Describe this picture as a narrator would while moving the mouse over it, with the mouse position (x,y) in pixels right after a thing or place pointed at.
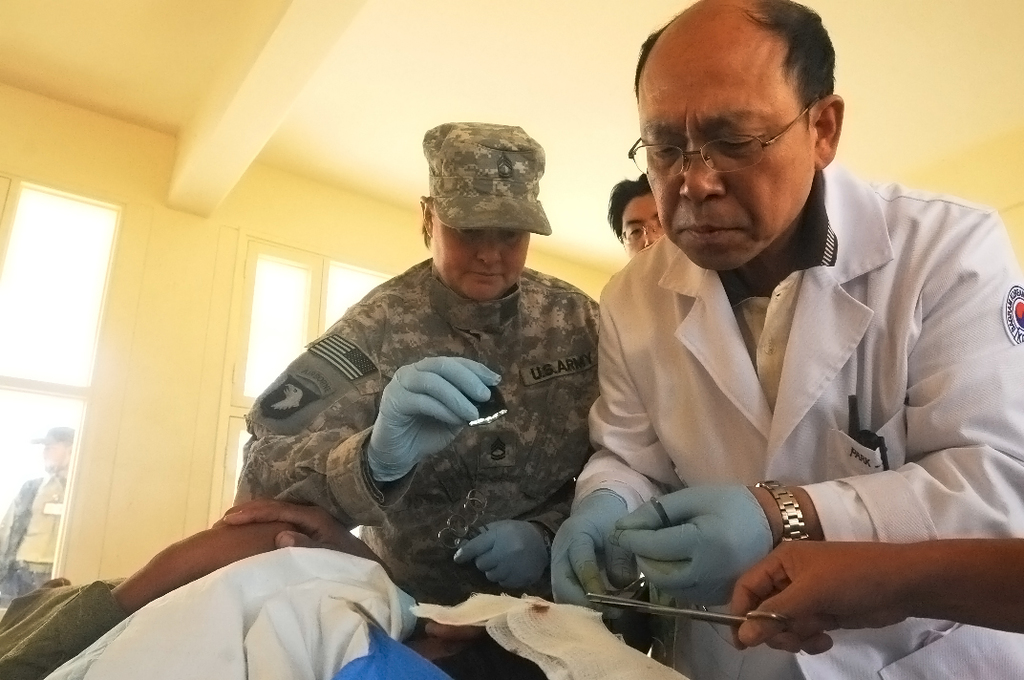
This person (267,582) laying and these people (586,516) are standing and holding scissors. Background (157,408) we can see wall (179,335).
